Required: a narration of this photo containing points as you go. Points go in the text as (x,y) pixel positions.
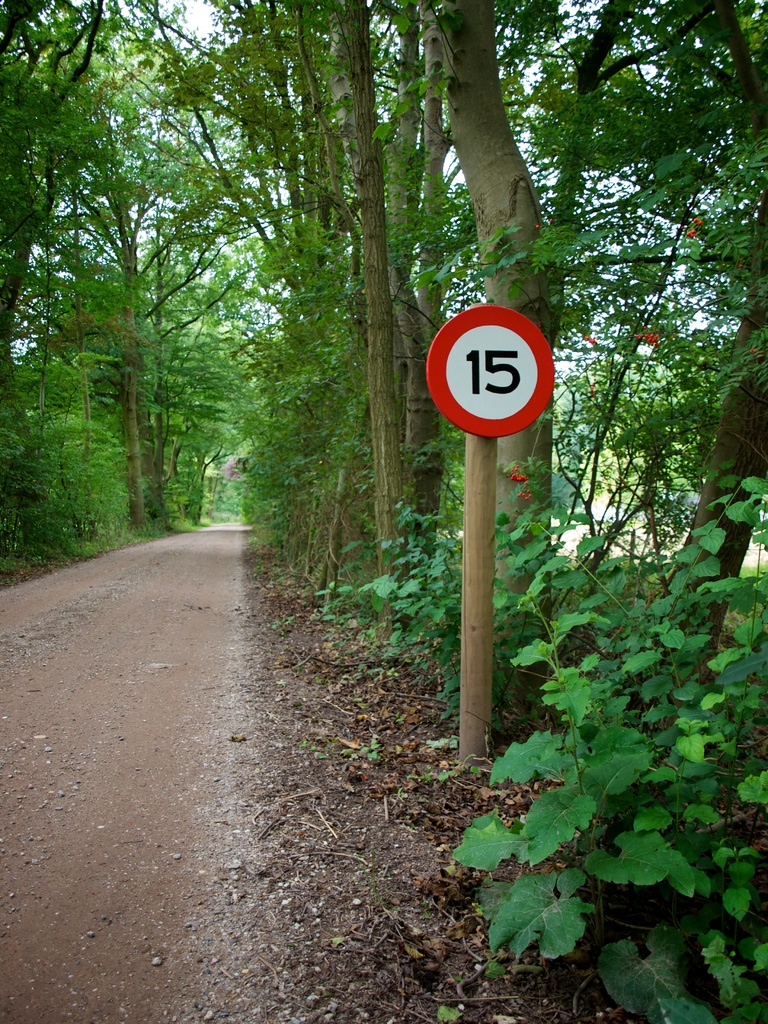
In this image we can see a road (166,711) and on both sides of the road (155,688) we can see many trees (433,220). Image also consists of a number pole (487,399).
